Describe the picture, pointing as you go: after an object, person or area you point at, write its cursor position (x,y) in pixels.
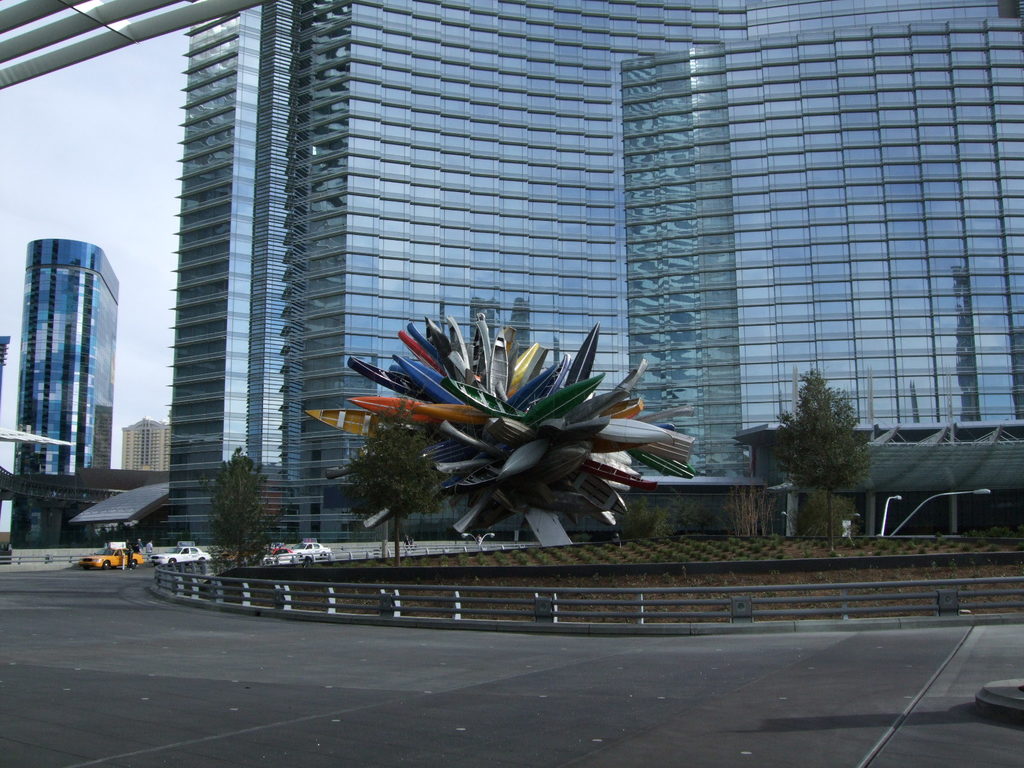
In this picture we can see the buildings (298,401), roof (137,515), trees (211,499), lights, poles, railing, grass (662,541), sculpture (491,508), vehicles (285,555), some persons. At the bottom of the image (439,695) we can see the road (543,657). In the top left corner (93,139) we can see the sky (146,171).
